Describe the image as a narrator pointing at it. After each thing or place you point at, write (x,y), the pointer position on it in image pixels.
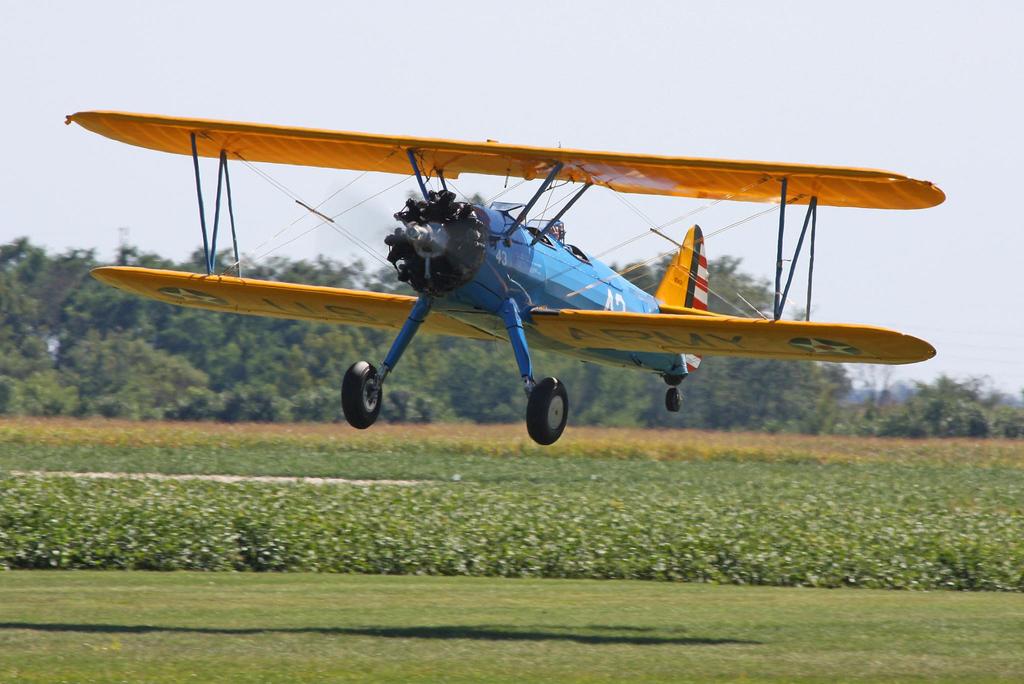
Here in this picture we can see an aircraft (519,223) flying in the air (364,226) and on the ground (210,561) we can see plants (636,509) and grass (130,607) covered all over there and in the far we can see trees (597,416) present and we can see the sky (847,93) is cloudy.
